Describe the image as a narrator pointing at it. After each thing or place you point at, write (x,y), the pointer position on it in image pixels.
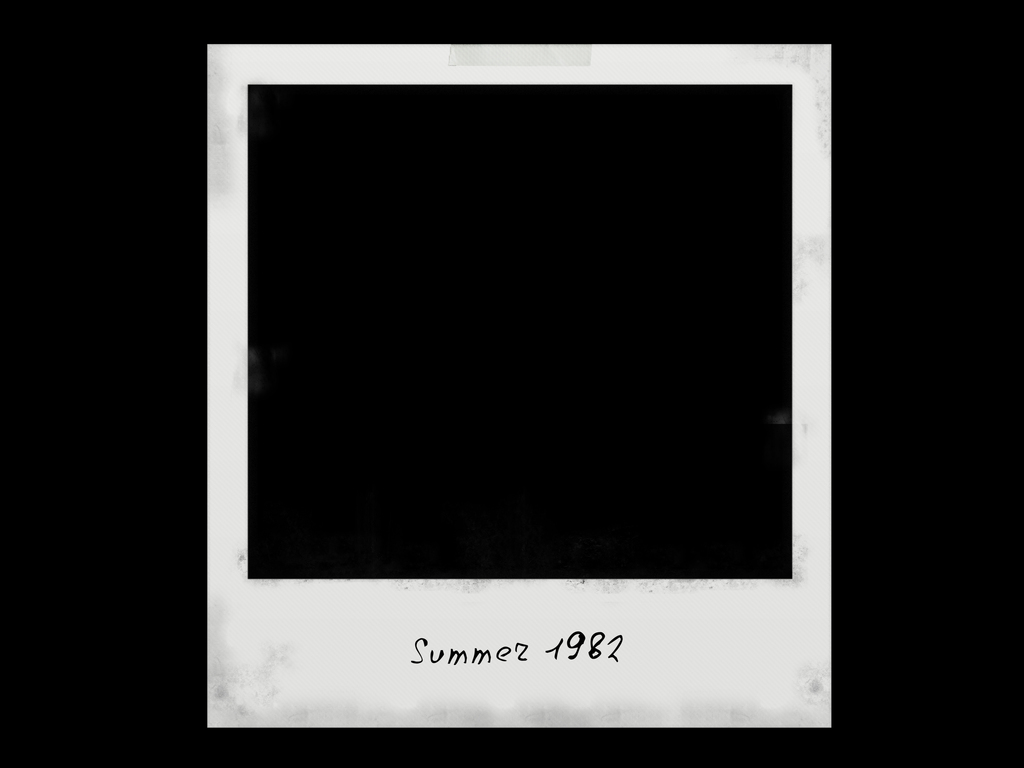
In this image we can see a blank photograph (594,407), and white border (470,78) on it, the background (394,13) is black.
